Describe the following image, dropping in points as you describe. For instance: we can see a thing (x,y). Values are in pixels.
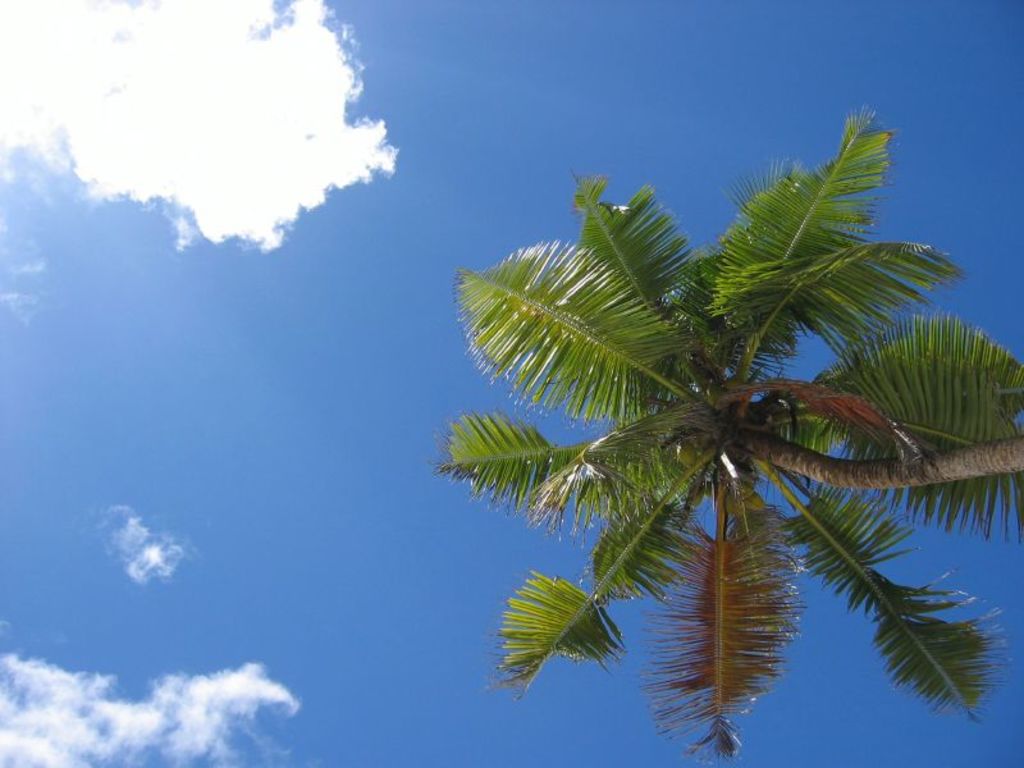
In this image we can see one coconut tree (730,422) with coconuts (749,500) and there is the blue sky (187,376) with white clouds (224,81) in the background (423,505).
